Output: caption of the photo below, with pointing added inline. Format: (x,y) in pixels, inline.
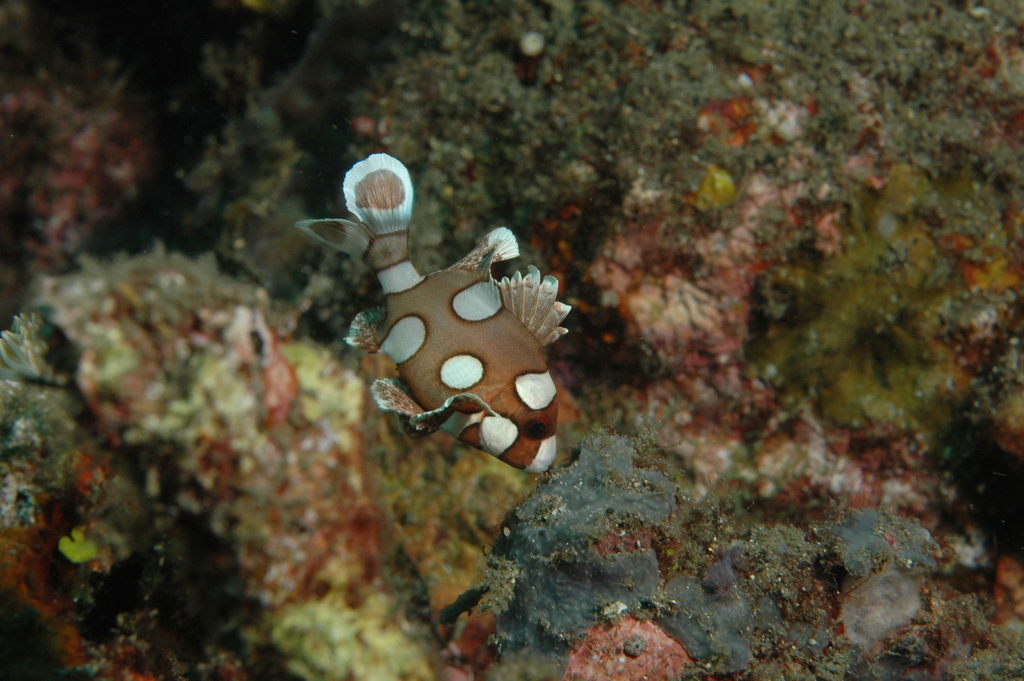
There is a fish (483,258) in the middle of this image (392,265). We can see Sea plants (695,243) in the background (721,295).
